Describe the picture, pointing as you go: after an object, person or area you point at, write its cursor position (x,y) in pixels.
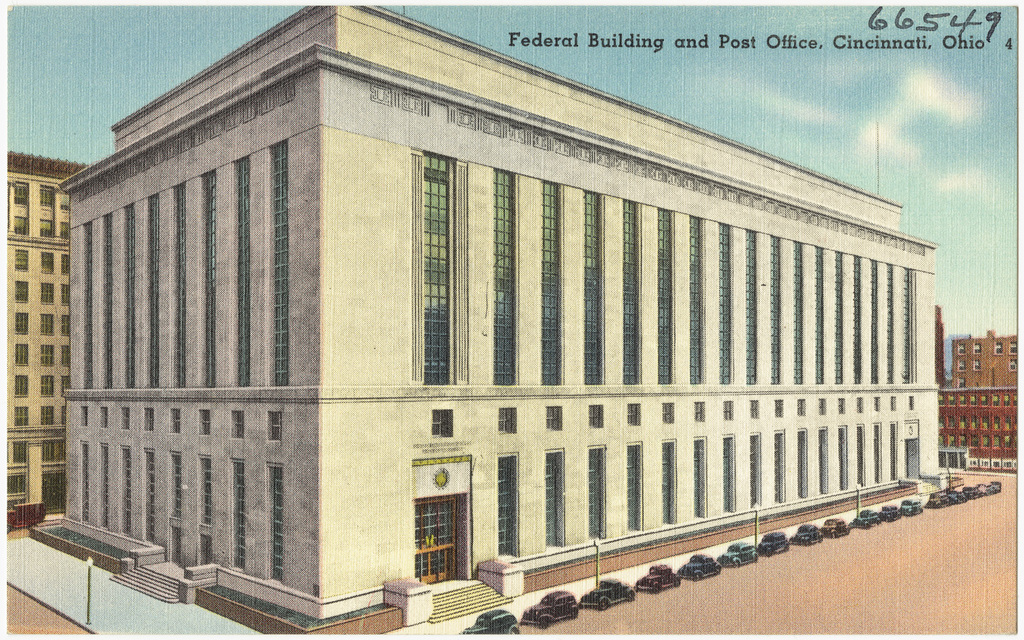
This is the picture of an art. In this picture, we see a building (460,306) in white color. It has glass windows (500,467) and a door (447,532). At the bottom (832,576), we see the cars (668,574) parked on the road (814,574). Beside that, we see the streetlights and beside that, we see the staircase (450,599). On the left side (91,563), we see a street light (87,577) and staircase (149,569). We see a building (44,304) in white color with a brown color roof (25,156). On the right side (1008,364), we see the buildings (965,374) in red and brown color. At the top (744,58), we see the sky (755,108).
